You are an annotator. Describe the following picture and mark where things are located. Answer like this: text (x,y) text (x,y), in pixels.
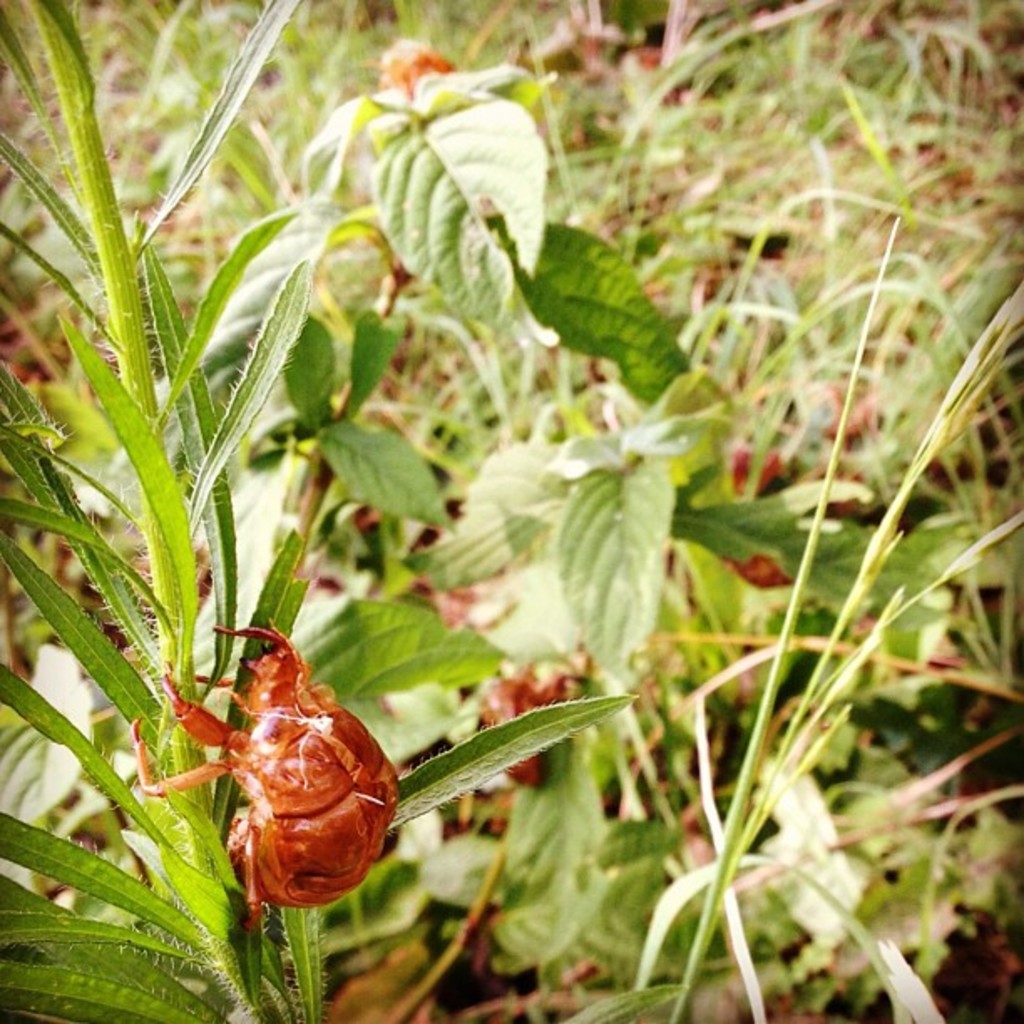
In the image there is a bug (273,777) climbing a plant (236,963) and behind there are many plants (243,562).
